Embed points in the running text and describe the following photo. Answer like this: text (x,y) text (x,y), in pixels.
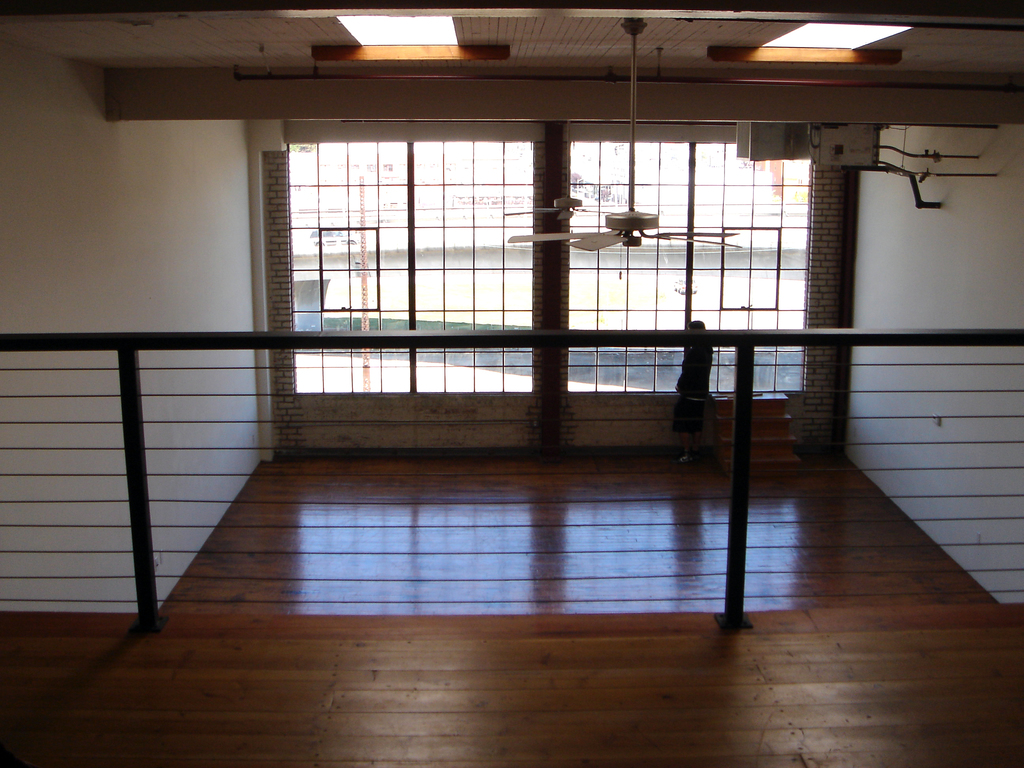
At the bottom (478,632), we see the floor (566,604). In the middle (450,341), we see the railing (744,411). Behind that, we see a woman (695,329) is standing. Beside her, we see the wooden staircase (757,427). In front of her, we see the glass windows (518,349) from which we can see the overpass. On either side of the picture, we see a white wall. At the top (521,237), we see the ceiling fan (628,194) and the roof (261,33) of the room (477,21).
